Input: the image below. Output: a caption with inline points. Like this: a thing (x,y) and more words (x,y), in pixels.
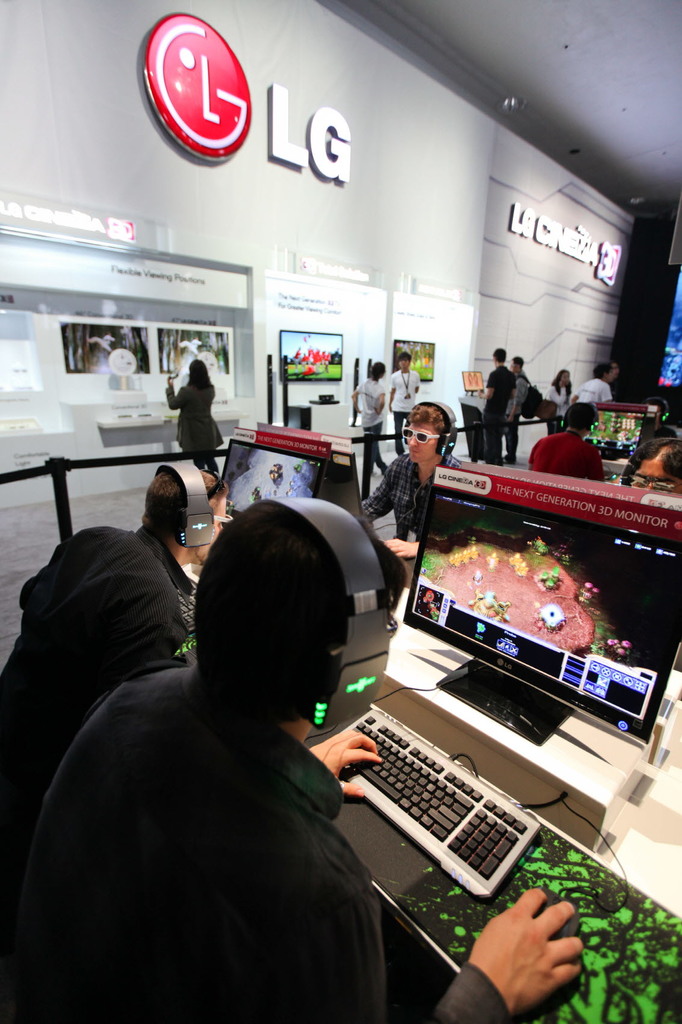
In this picture we can see some people (329,840) sitting and playing the games (514,589) on the computer screen (517,617). Behind there are some people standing and looking to the "LG" naming board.
